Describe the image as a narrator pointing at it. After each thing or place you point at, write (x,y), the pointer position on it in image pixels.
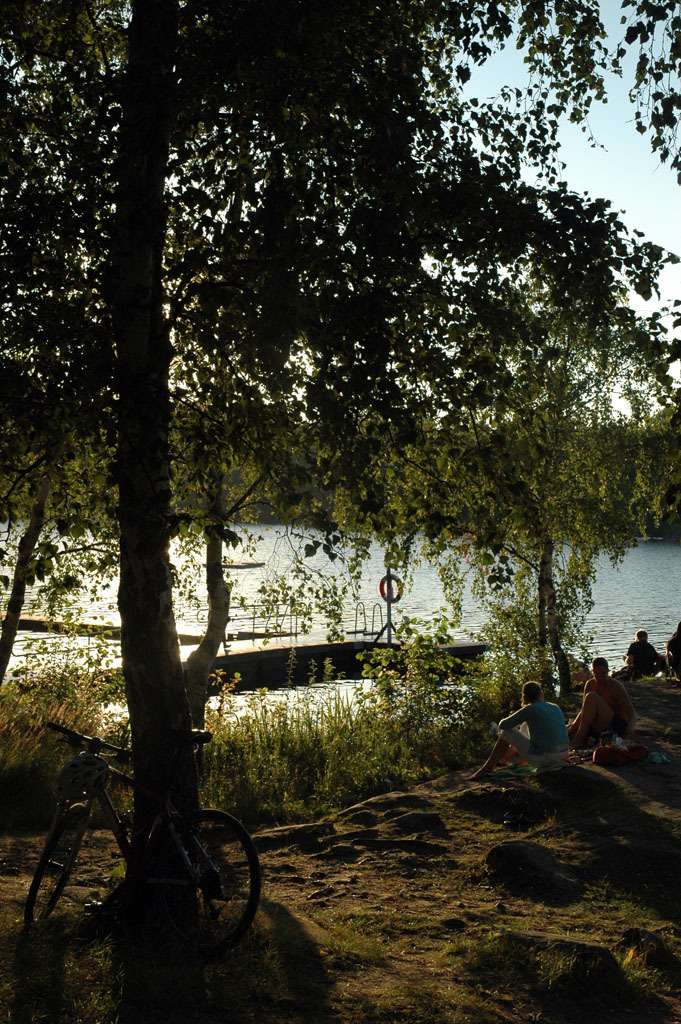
In this image we can see a few people (542,759) sitting on the rocks (571,784), there we can see a bicycle (231,943), few trees (443,582), plants (466,662), grass (456,961), a bridge (353,648) and the sky (616,160).
